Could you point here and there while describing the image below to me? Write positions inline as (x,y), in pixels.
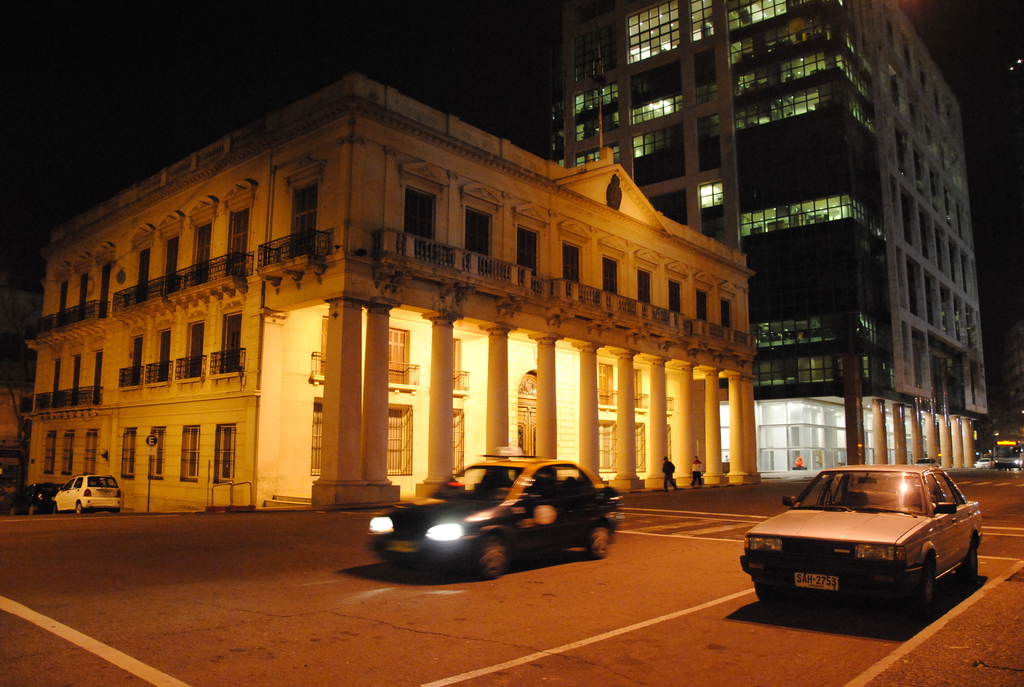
In this image in the front of there are cars (512,537). In the background (452,286) there are buildings (811,343), persons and vehicles (65,495).
